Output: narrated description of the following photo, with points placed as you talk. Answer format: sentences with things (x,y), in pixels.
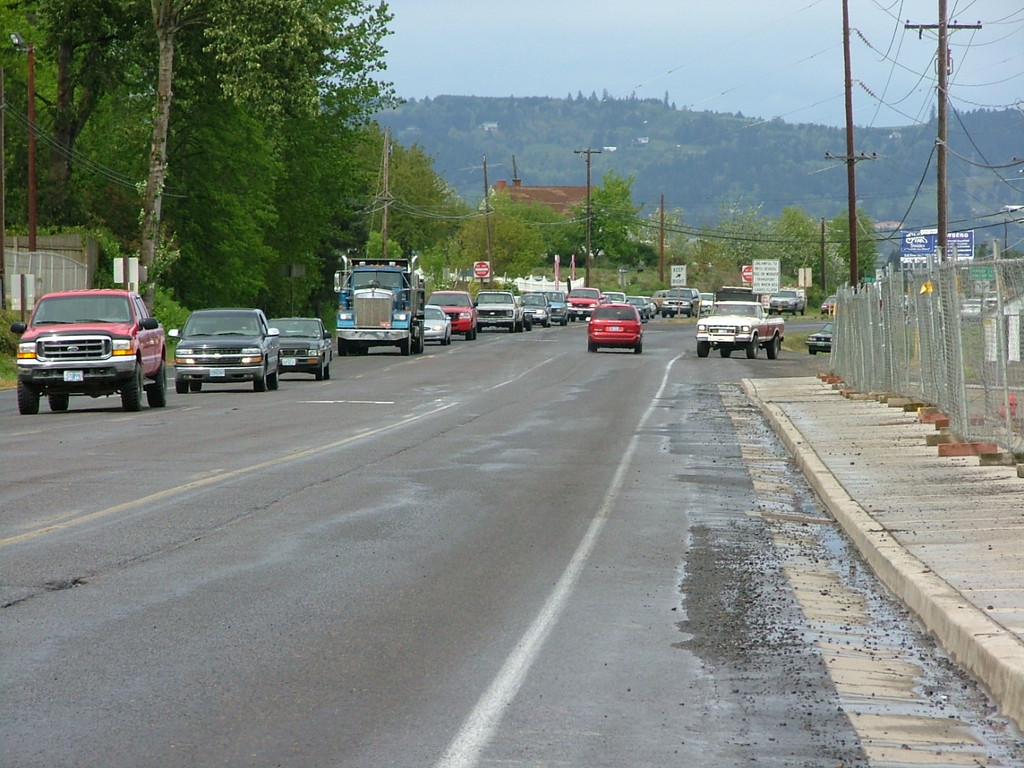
In this image we can see motor vehicles (612,322) on the road (531,447), fences (87,284), electric poles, electric cables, buildings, trees (298,160), hills (570,142) and sky (718,107) with clouds (435,77).
